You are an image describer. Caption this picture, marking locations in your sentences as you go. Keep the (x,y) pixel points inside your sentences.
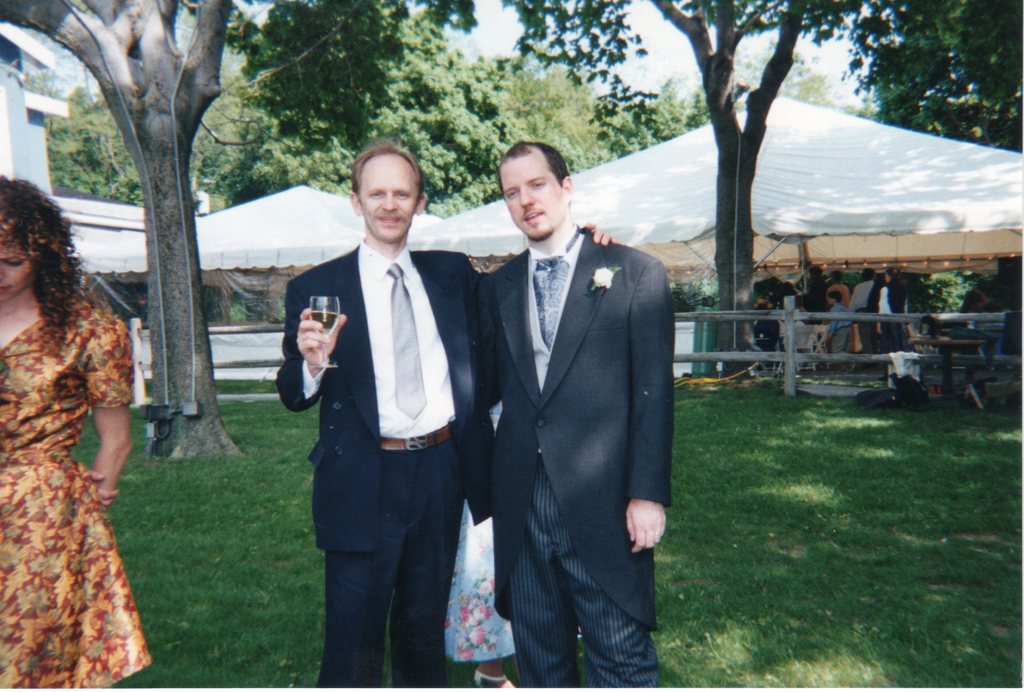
In this image, at the middle (569,317) we can see two men (585,360) standing, at the left side (14,547) there is a woman (31,343) standing, there is green grass (734,660) on the ground (681,525), in the background (802,169) there are some white color tents (339,208) and we can see some trees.
